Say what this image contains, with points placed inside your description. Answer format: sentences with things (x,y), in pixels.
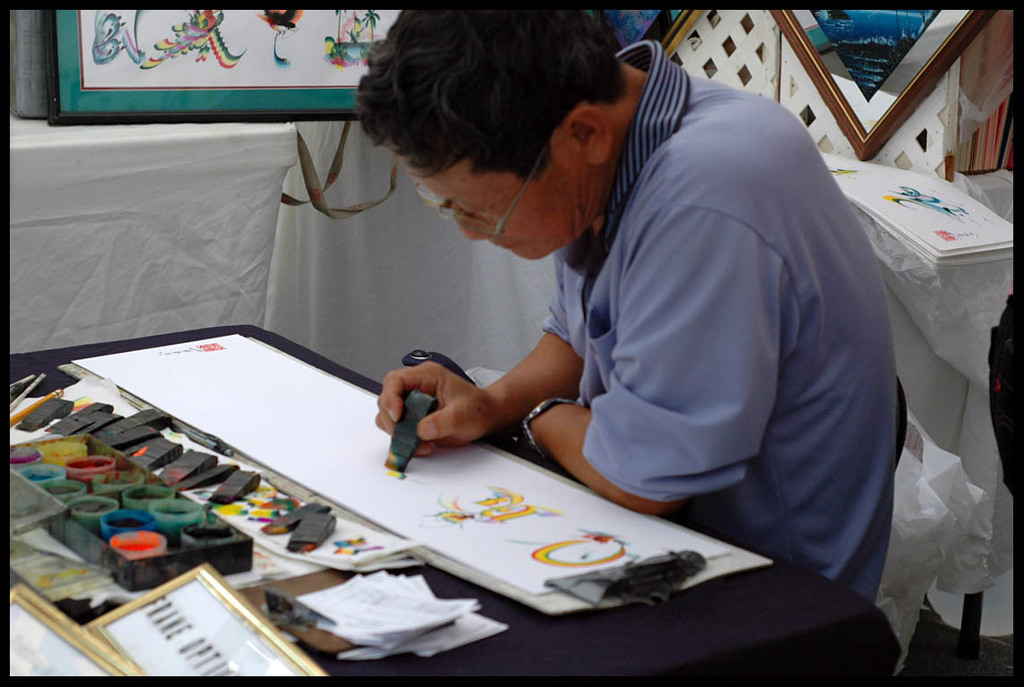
This picture shows a man (767,361) seated on the chair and painting on the paper (312,448) with the brush (412,422) and we see colors box (24,473) and few papers (358,654) on the table (412,567) and we see few frames (271,83) and few papers (835,162) on the side and men (535,219) wore spectacles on his face (548,199).
